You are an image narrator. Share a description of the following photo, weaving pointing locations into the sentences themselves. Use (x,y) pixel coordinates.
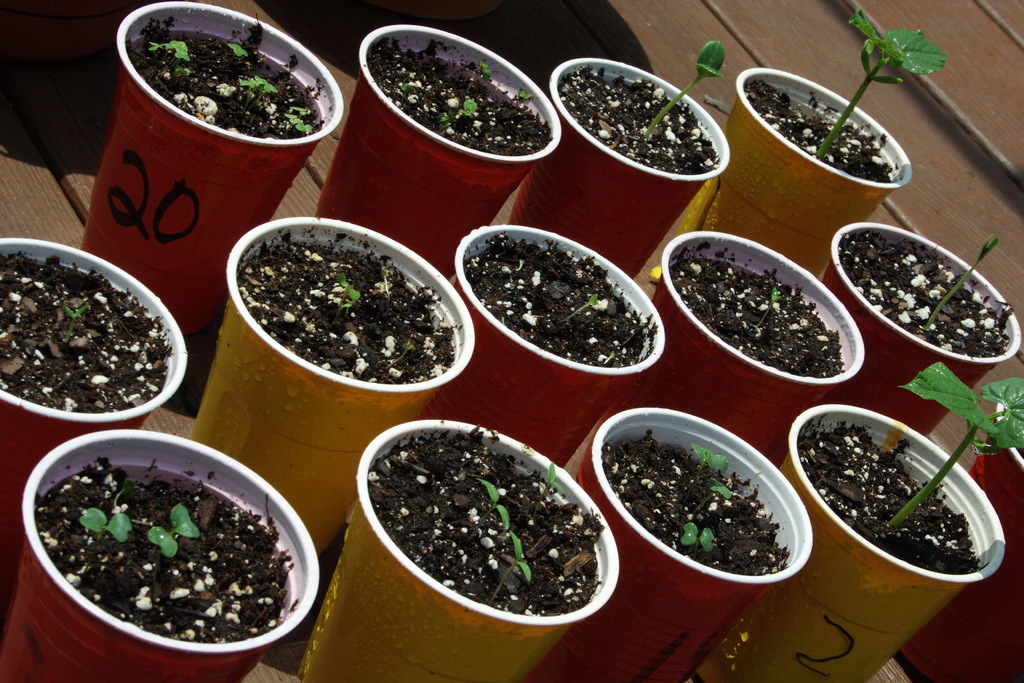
In this image we can see some flower pots (344,146) which are of different colors like red and yellow in which there is mud (949,338) are on the wooden surface (1006,57).
